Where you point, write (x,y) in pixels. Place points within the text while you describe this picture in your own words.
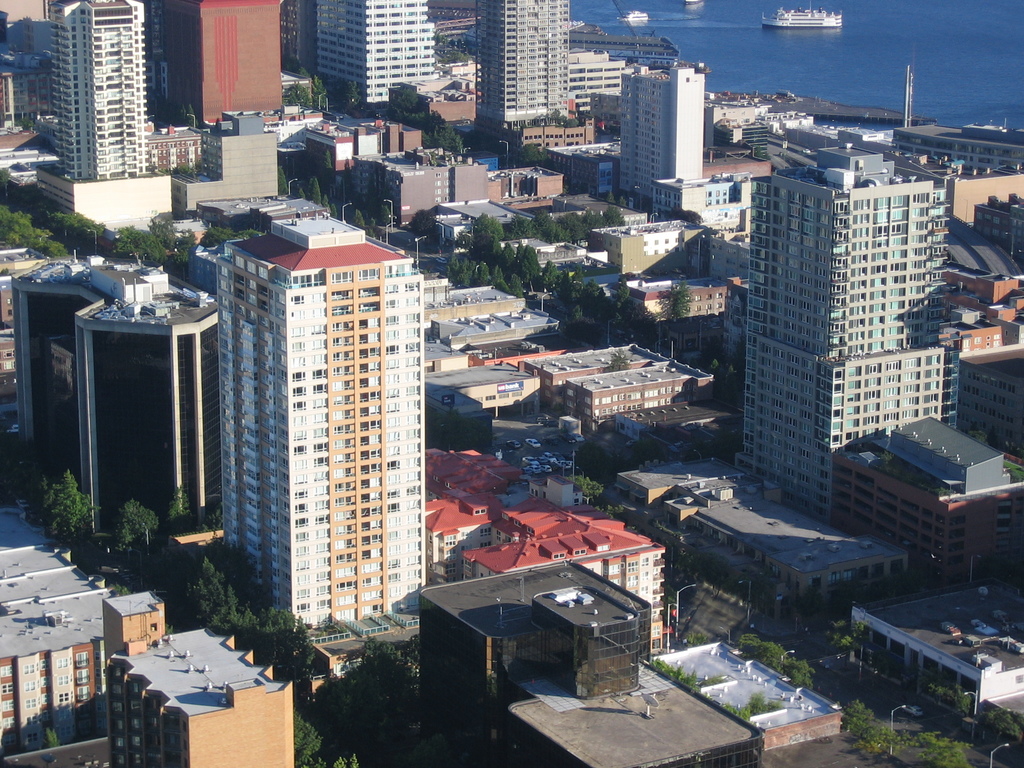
In this image I can see few buildings (332,487), poles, windows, trees (607,464), light poles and few vehicles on the road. I can see few ships (780,21) on the water surface (813,76).
